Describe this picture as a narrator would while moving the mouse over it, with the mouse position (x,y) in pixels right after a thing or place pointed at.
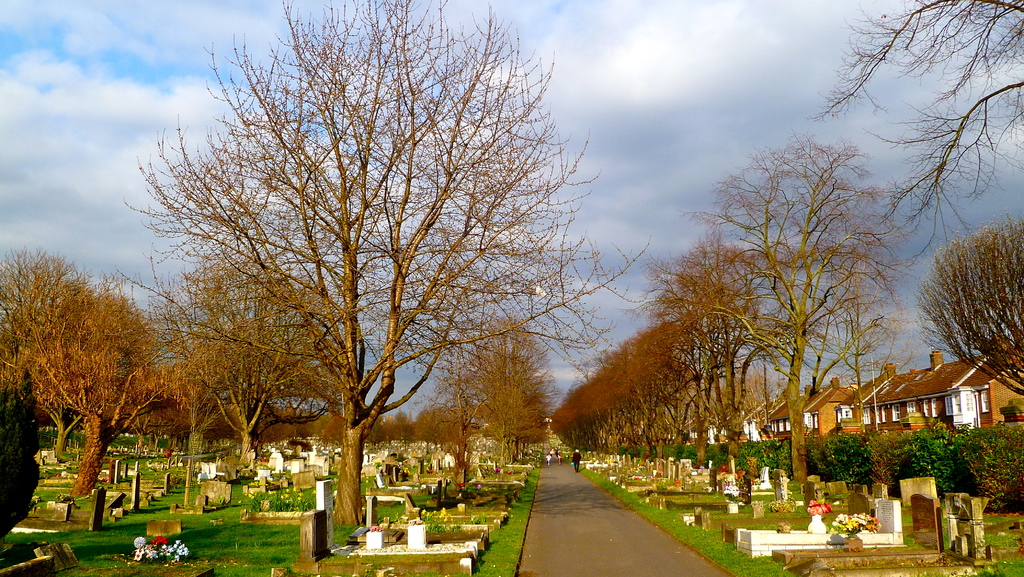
This is a picture of graveyard (305,540). These are bare trees (563,430). Here we can see plants (910,472) and houses (881,416). We can see people (559,453) on the road (550,468). At the top (674,47) we can see sky (658,72) with clouds (609,85). These are flowers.
